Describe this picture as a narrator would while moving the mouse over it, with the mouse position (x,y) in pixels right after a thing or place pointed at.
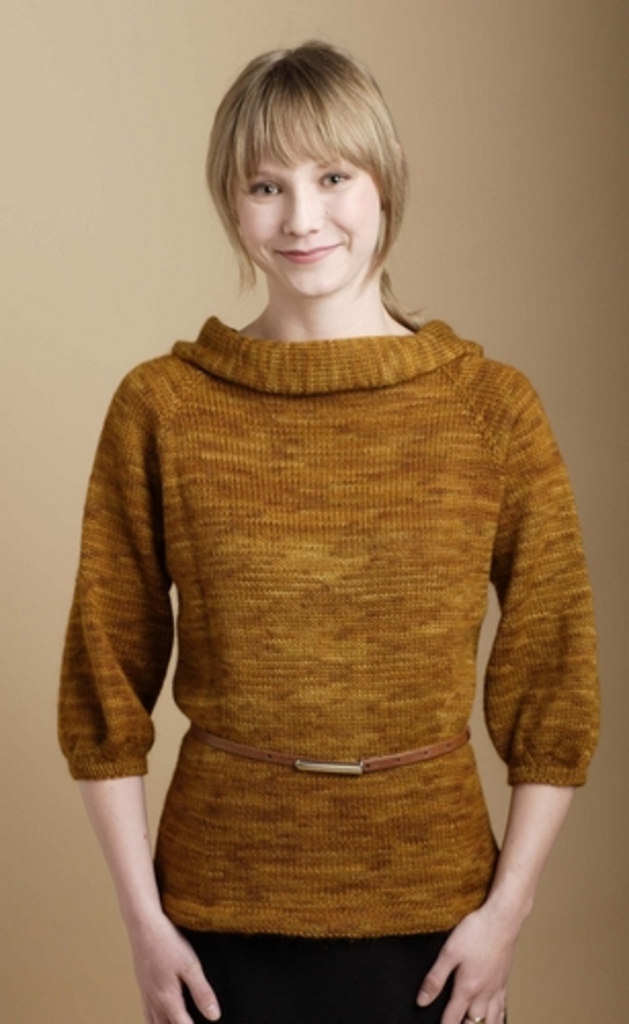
In this image I can see a woman (296,658) standing and smiling. There is a solid background (527,286).
